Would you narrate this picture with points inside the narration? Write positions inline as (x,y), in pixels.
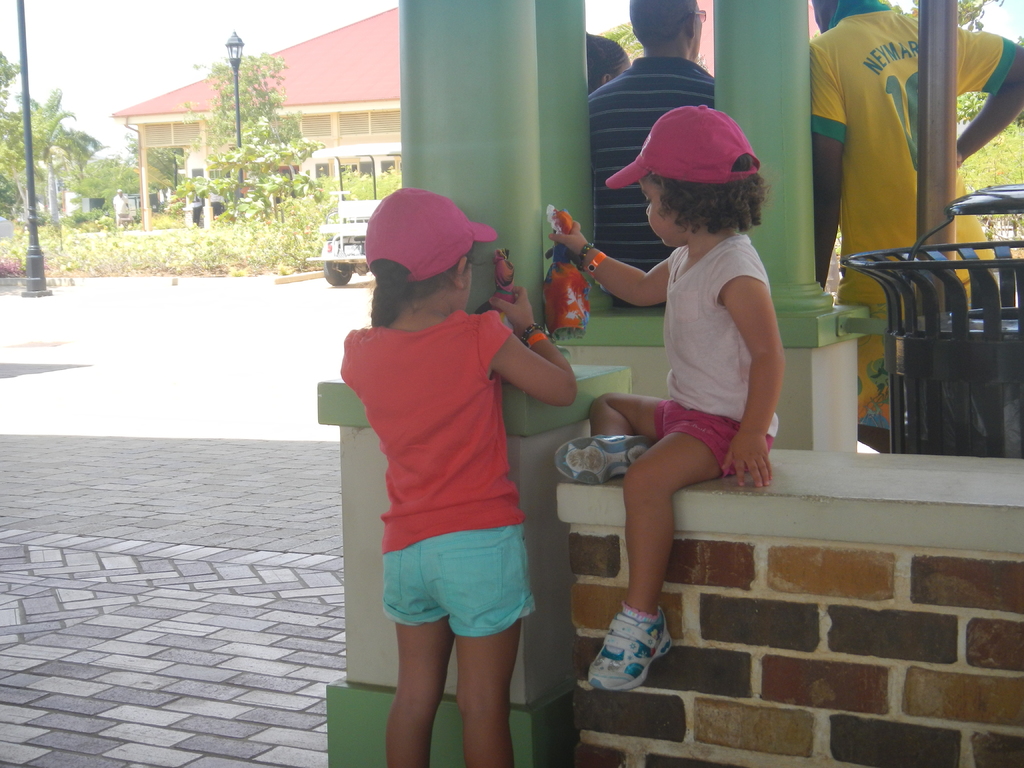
In this image there is a kid (710,434) sitting on a wall (693,542), another kid (491,554) is standing near a pillar (542,109), behind the pillars (765,80) there are three persons (848,58) standing and on the left side (17,565) there is a pavement (155,369), in the background (237,110) there are light poles (32,241), trees (191,179), vehicle (334,246) and the house (364,50).
